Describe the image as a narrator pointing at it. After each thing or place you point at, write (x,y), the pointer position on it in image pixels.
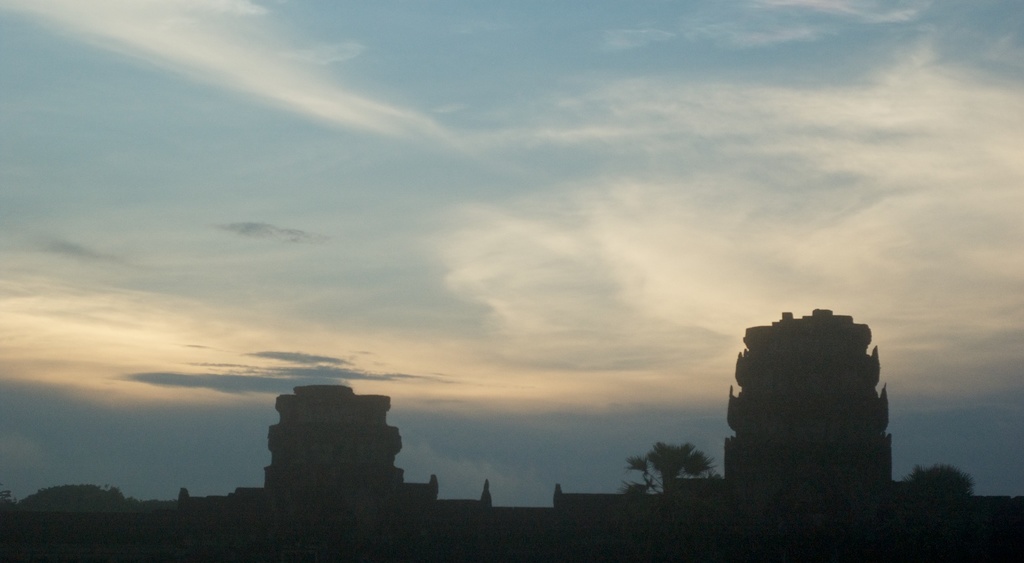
In this image we can see few buildings (821,474). There are few trees (655,459) in the image. We can see few clouds (522,325) in the sky (445,310).
